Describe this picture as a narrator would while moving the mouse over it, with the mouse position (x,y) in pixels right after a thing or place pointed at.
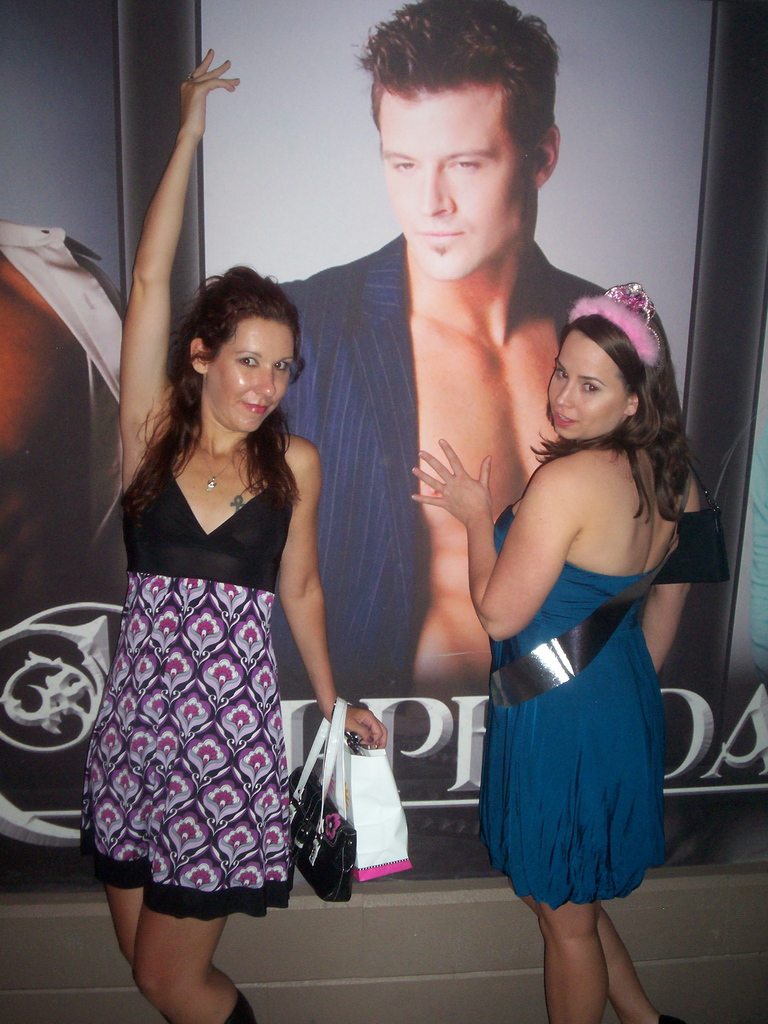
In the image we can see two women (260,677) standing, wearing clothes (241,774) and they are having handbags (318,813). Here we can see a poster (416,230) of a man (435,275).
